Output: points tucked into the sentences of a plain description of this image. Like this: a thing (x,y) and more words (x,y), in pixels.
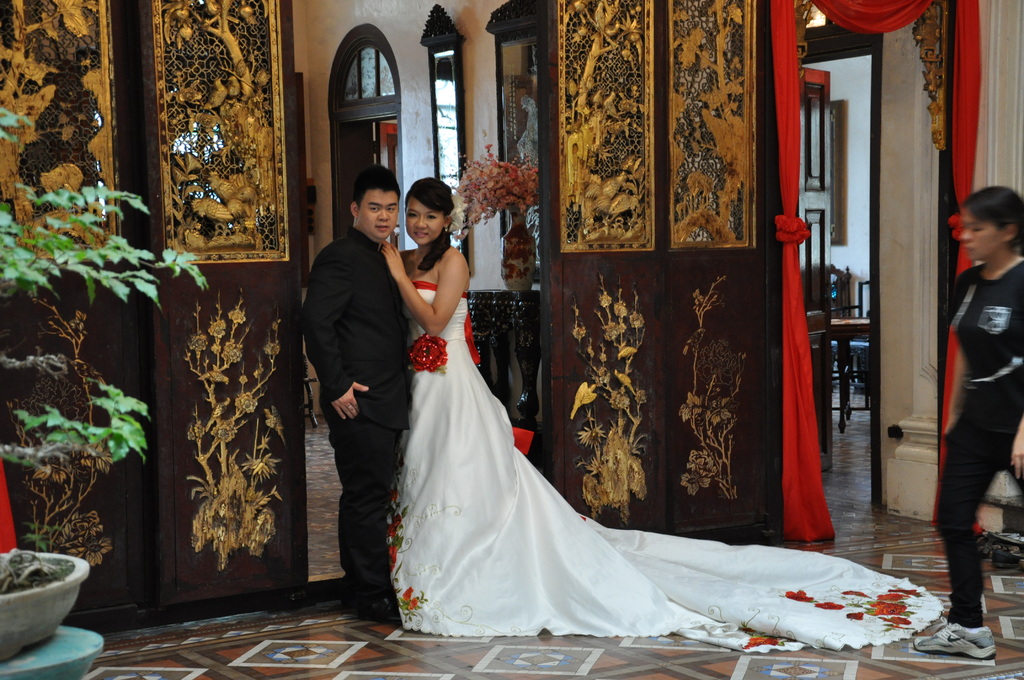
In this image there are group of persons (954,441) standing and on the left side (44,275) there is a plant (5,287) in the pot (63,567). In the background (821,181) there are doors (828,172), there is a cloth (792,118) which is red in colour and there is a flower (504,193) in the pot (516,230), and there is a mirror (522,112) on the wall (477,113) and there are persons (405,317) standing in the center (363,327) and smiling and there is a partition wall (588,190) which is golden in colour.
